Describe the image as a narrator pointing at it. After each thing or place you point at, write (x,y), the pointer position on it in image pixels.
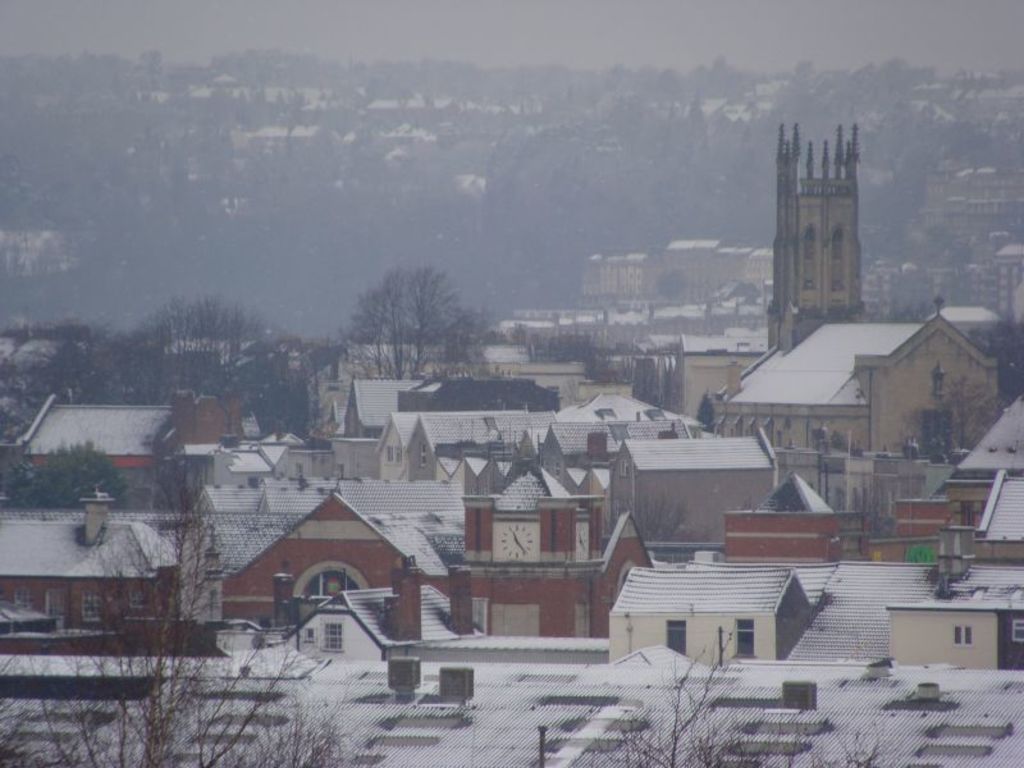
In this picture we can observe some houses (353,462). There is some snow (355,673) on the houses (441,664). We can observe some trees (280,355). In the background (826,36) there is a sky (199,58).
